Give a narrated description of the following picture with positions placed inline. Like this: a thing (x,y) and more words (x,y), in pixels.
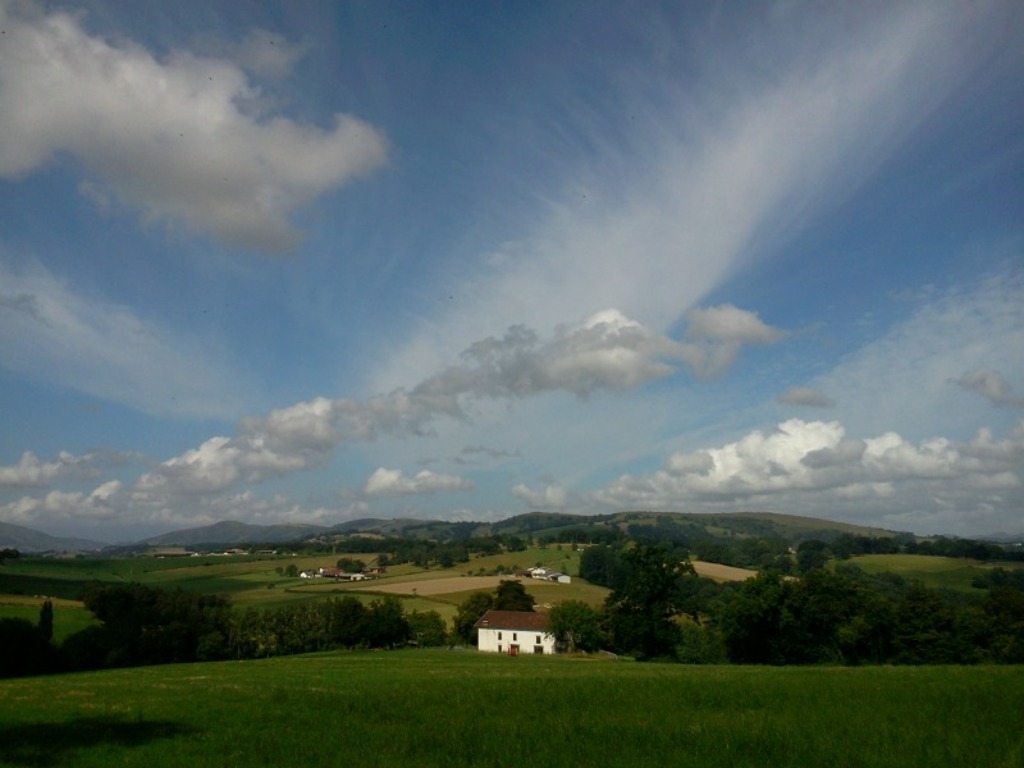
In this image I can see houses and trees (674,599). We can see garden (549,707) in front (567,706). Back I can see mountains (319,530). The sky (511,99) is in blue and white color.
